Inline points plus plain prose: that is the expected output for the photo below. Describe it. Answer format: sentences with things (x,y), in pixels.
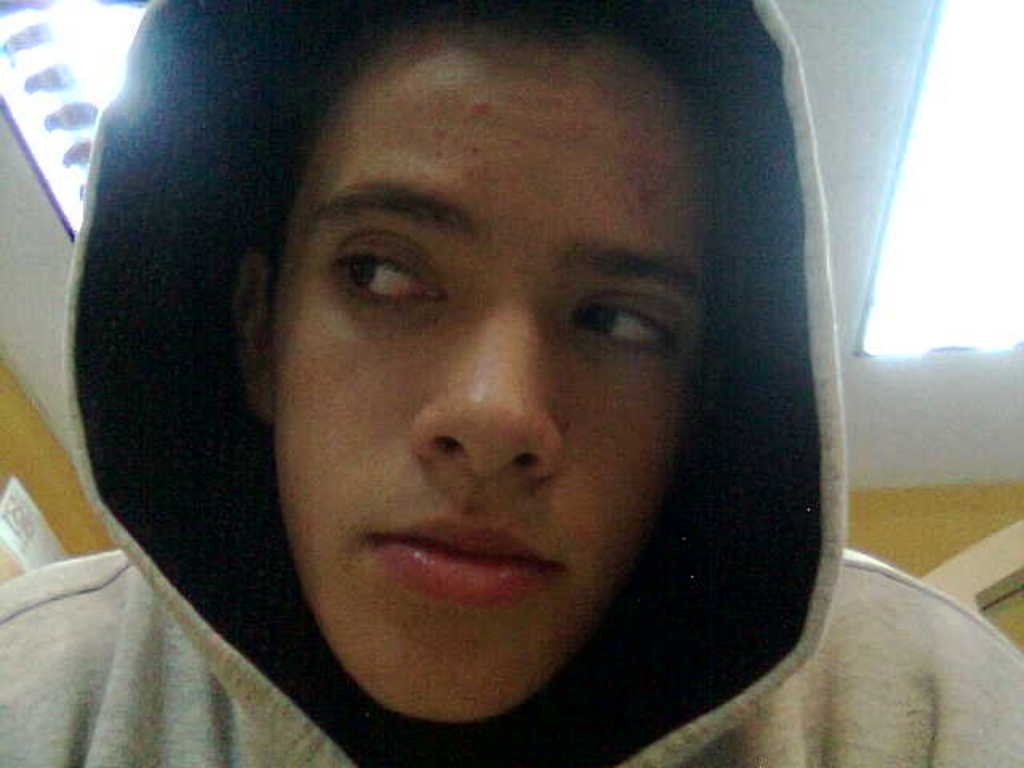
In this image there is a person (136,318) wearing a hoodie (146,371) and there is the ceiling (850,239).
